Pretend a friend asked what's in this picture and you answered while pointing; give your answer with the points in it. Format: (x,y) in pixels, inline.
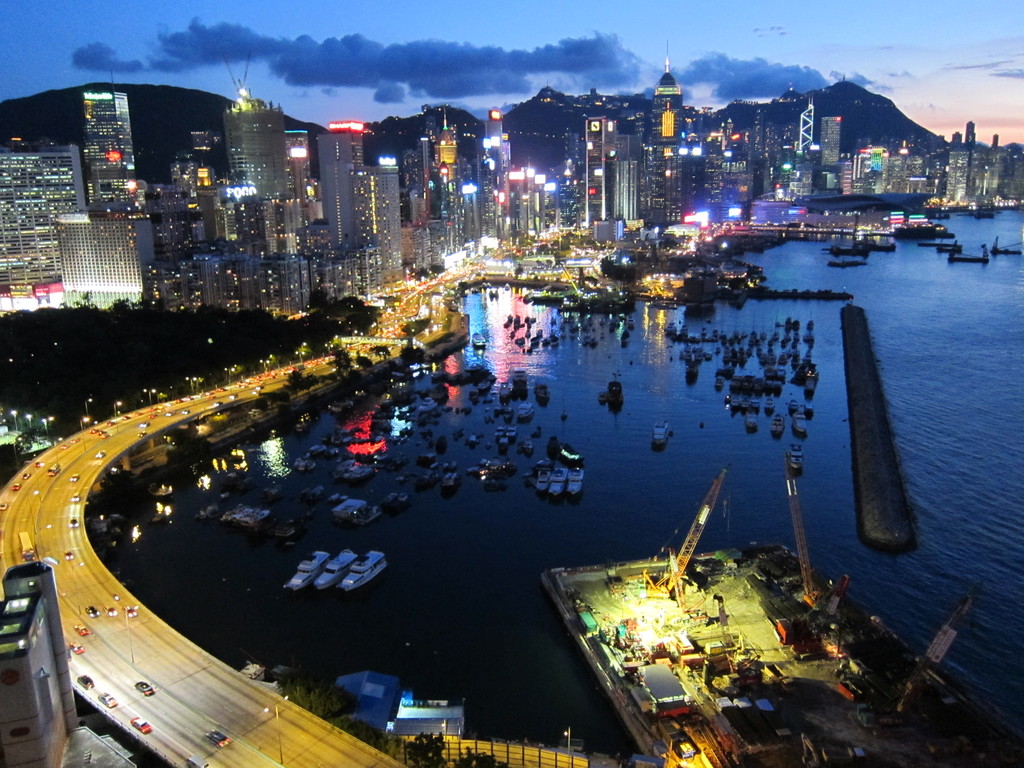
This image is taken during the night time. In this image we can see the buildings (668,118), hills (521,119) and also the trees (108,333). We can also see the vehicles (281,374) passing on the road (91,556). We can see the boats (540,402) on the surface of the water (580,442). We can see also the cranes (675,563), light poles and also the sky (549,27) with the clouds (695,63).
